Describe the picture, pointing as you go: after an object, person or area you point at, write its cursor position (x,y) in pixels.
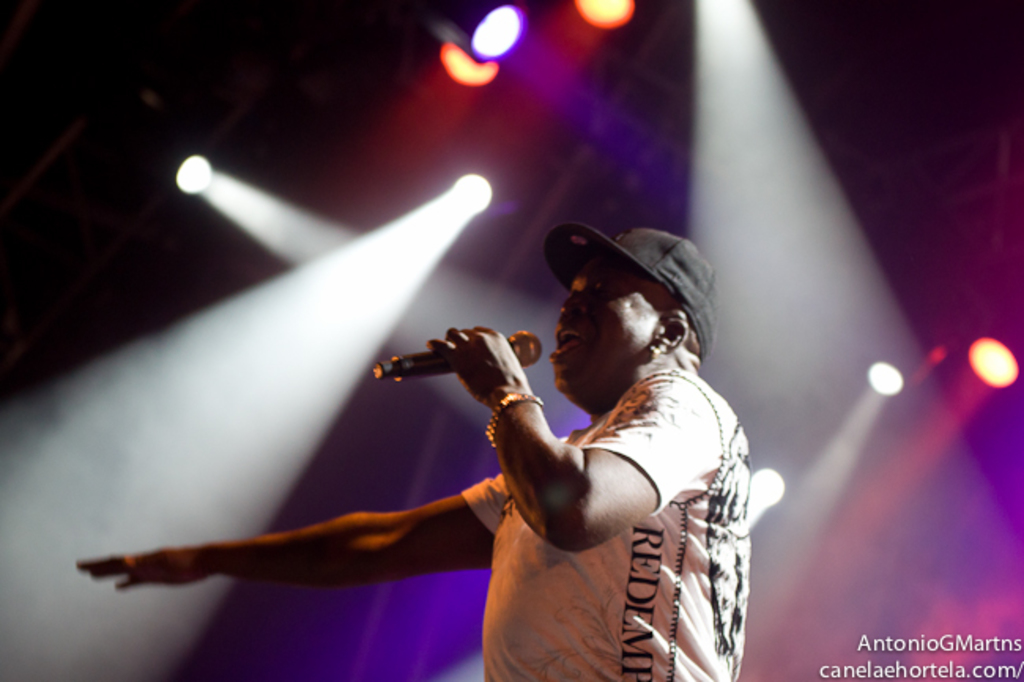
In the image there is a man (547,563) standing, he is wearing a bracelet (504,400) to his left hand (480,369), he is singing a song he is also wearing black color hat (636,259), in the background (269,237) there are lot of different colors of lights (590,7).
